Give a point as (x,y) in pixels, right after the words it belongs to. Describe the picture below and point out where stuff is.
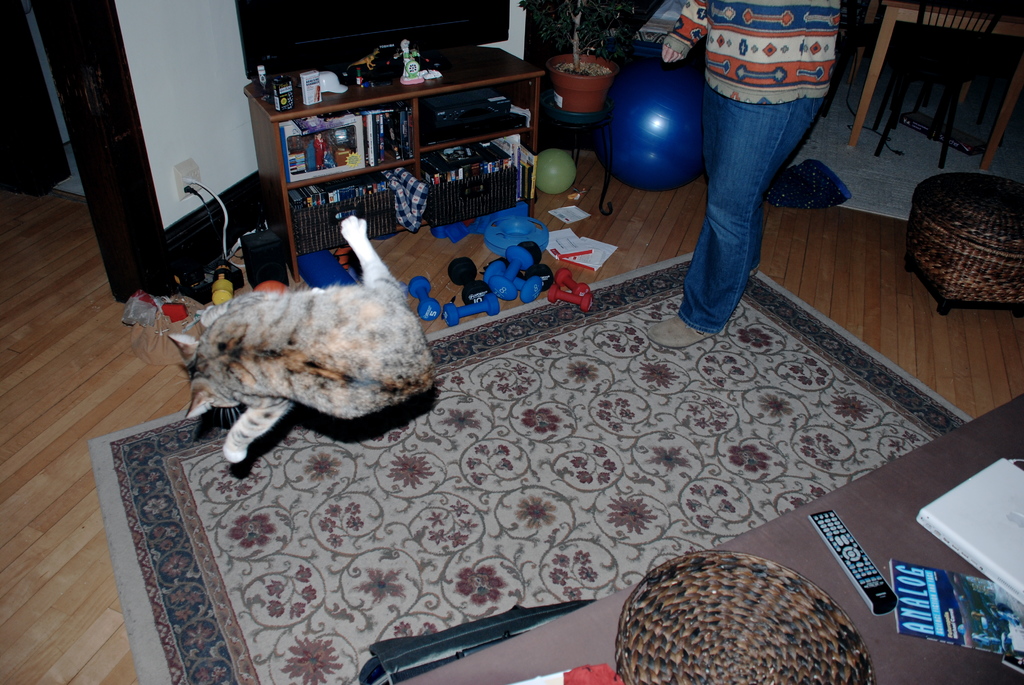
This picture shows a cat (340,414) and we see a woman (733,157) standing. We see few books (426,180) in the cupboard (357,174) and we see a TV (502,21) on the cupboard (404,66) and we see a Remote (875,592) and few papers (944,595) on the table (921,487) and we see a chair (959,79) and another table (869,96) on the side and we see a plant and carpet (293,624) on the floor (420,266) and we see few weights (496,294) and a stool (952,222) and The cat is a grey and orange in color.
